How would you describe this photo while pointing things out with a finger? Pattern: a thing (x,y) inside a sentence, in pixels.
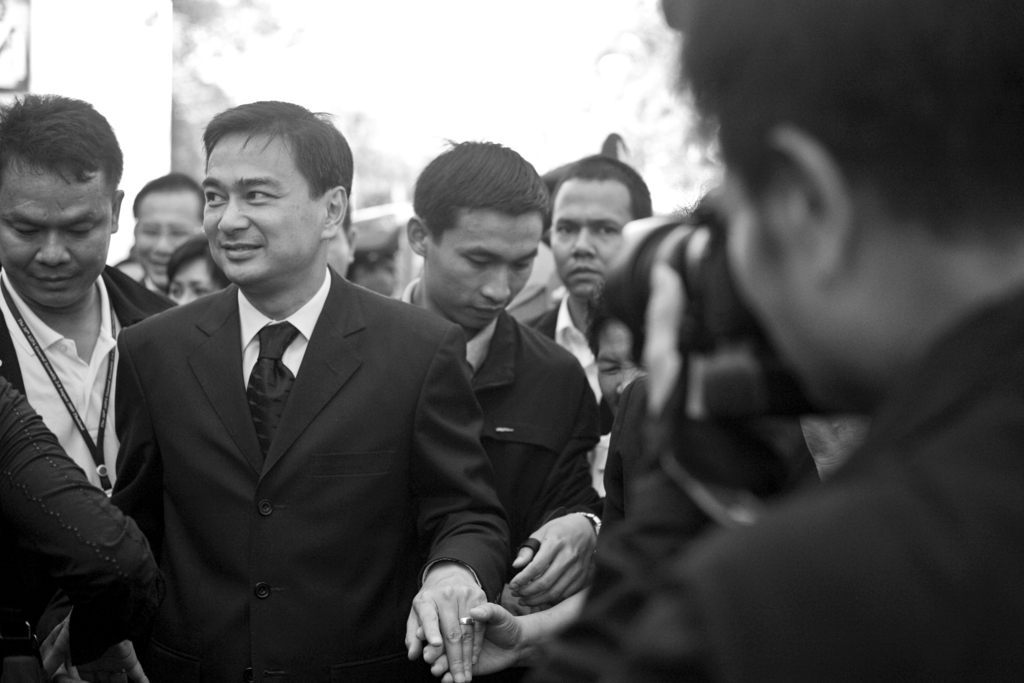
In this image we can see group of people (494,413) standing.
